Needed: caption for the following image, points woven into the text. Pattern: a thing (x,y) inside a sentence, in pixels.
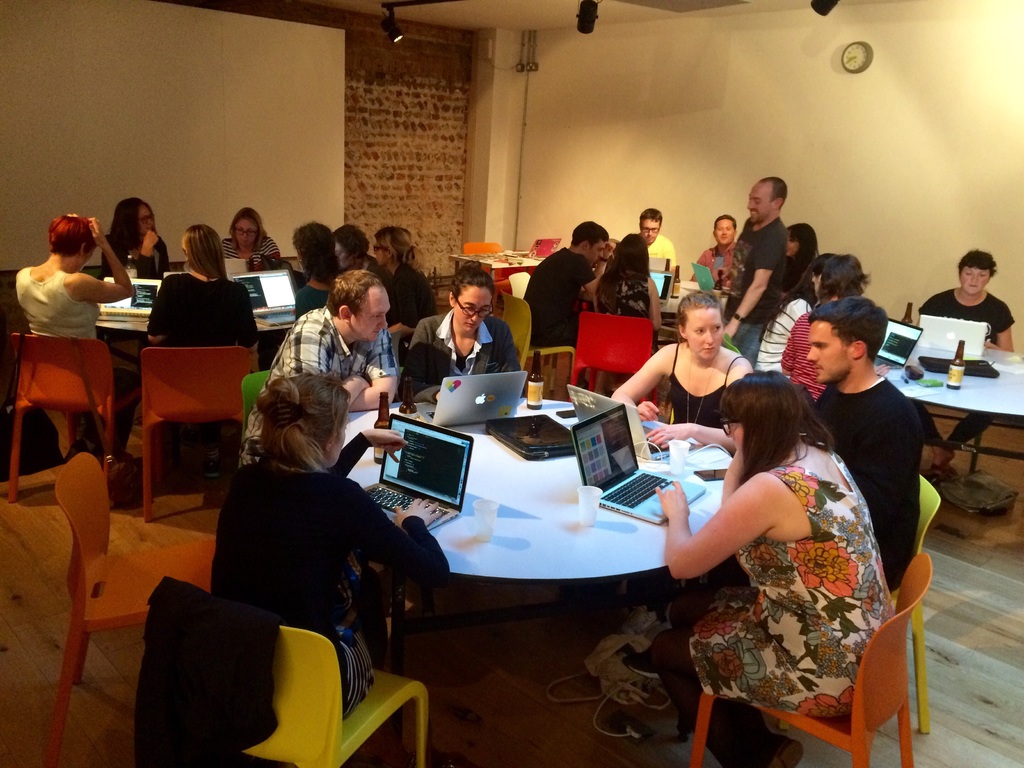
The image is taken inside a room (957,542). In the image there are group of people (335,501) sitting on chair (322,648) in front of a table (517,573), on table (490,472) we can see a laptop (454,461), glass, bottle (541,393). On right side (767,213) there is a man (774,229) wearing a black color shirt (773,248) standing and he is also having smile on his face (752,214). In background (720,124) there is a wall (913,145) which is in cream color and we can also see a clock (869,58) which is attached to a wall (914,31) on top (519,3) there is a roof (445,5) with few lights (392,15).
